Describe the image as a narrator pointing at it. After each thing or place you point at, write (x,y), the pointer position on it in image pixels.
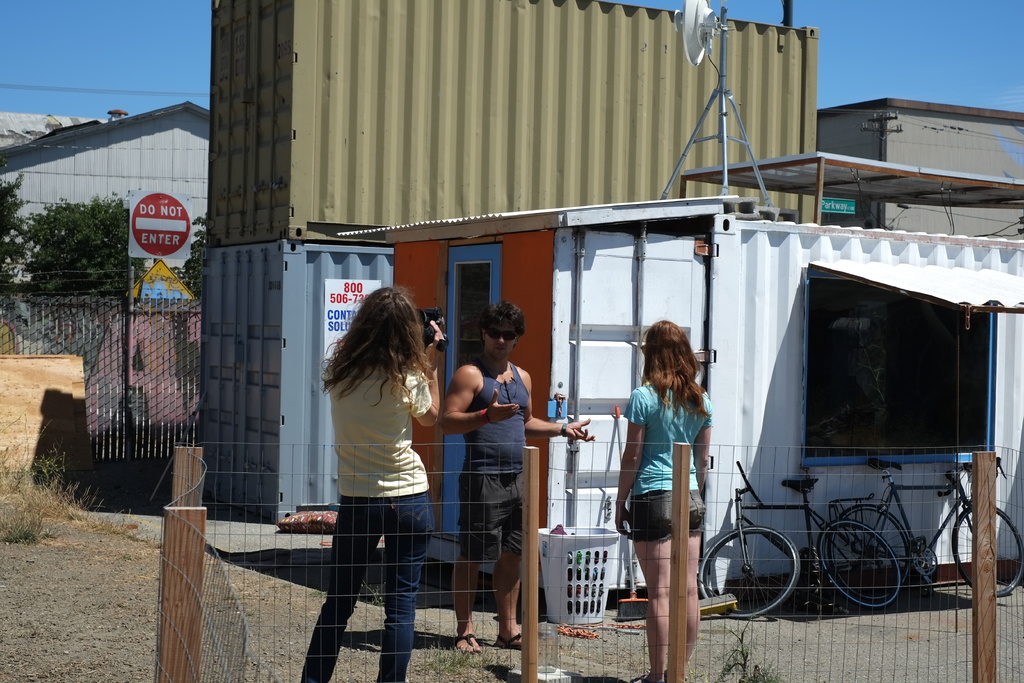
In this picture we can see a man (521,413) and two women (378,357), she is holding a camera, behind to them we can see fence (579,532), on the right side of the image (939,485) we can find few bicycles (939,485) and a board (908,371), in the middle of the image (609,279) we can see a basket (575,602), containers (553,173), an antenna (698,139) and a sign board (151,243), in the background (113,219) we can see few trees (50,252) and buildings (925,134).
